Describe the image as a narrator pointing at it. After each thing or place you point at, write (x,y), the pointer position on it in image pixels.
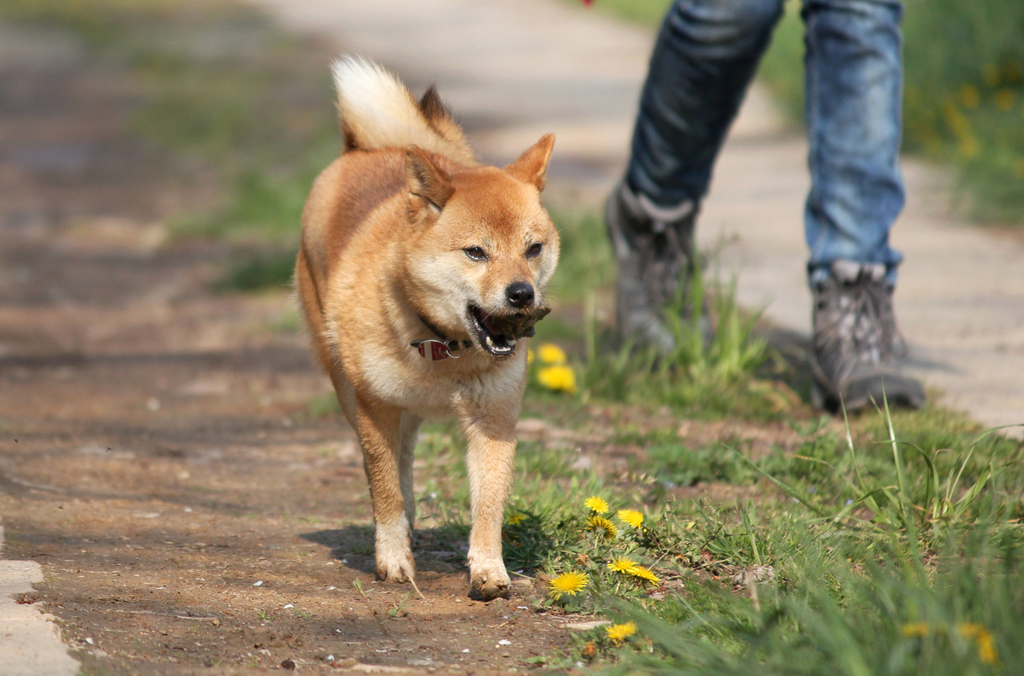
In the middle of the picture (435,265), we see a dog (479,382) is walking on the road (424,488). It is holding something (500,319) in its mouth (507,333). Beside that, we see the legs (700,156) of the person (814,106) wearing blue jeans (867,203) and black shoes (650,242) is walking on the road (709,245). In the right bottom of the picture (817,577), we see grass (738,558) and flowers (609,567) in yellow color. In the background (196,48), it is blurred. In the right top (982,94), we see the grass (925,101).
